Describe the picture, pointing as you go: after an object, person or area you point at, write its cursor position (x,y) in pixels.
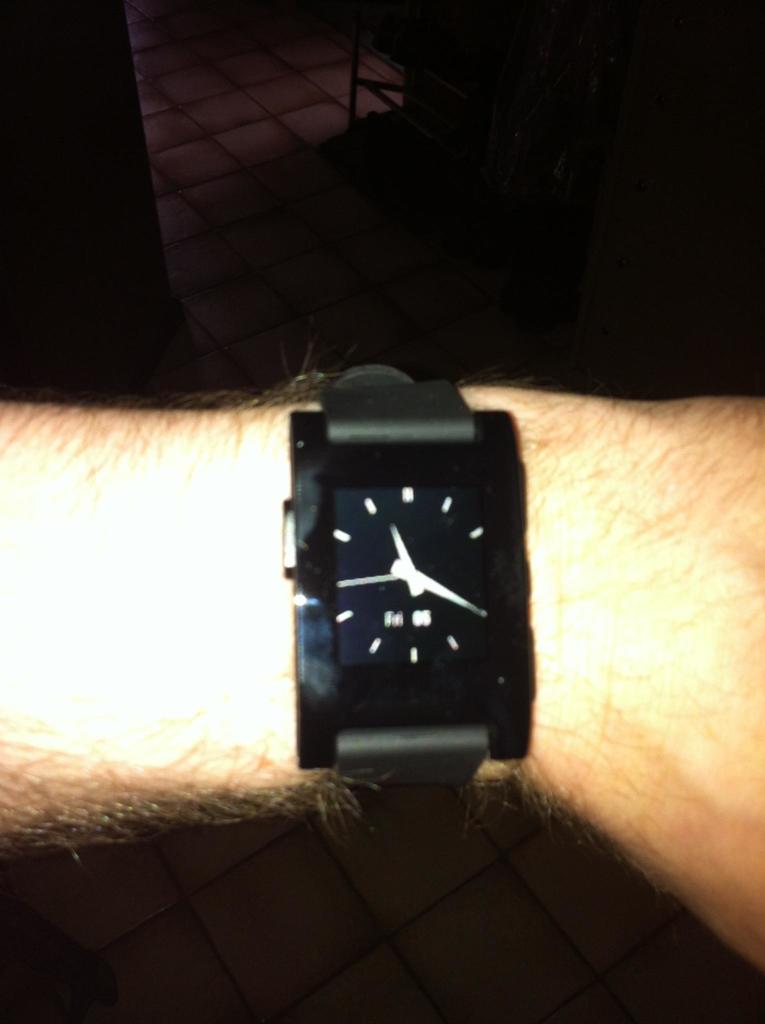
There is a watch (437,560) on a hand (228,586) in the foreground area of the image (411,544) and the background (741,73) is dark.
